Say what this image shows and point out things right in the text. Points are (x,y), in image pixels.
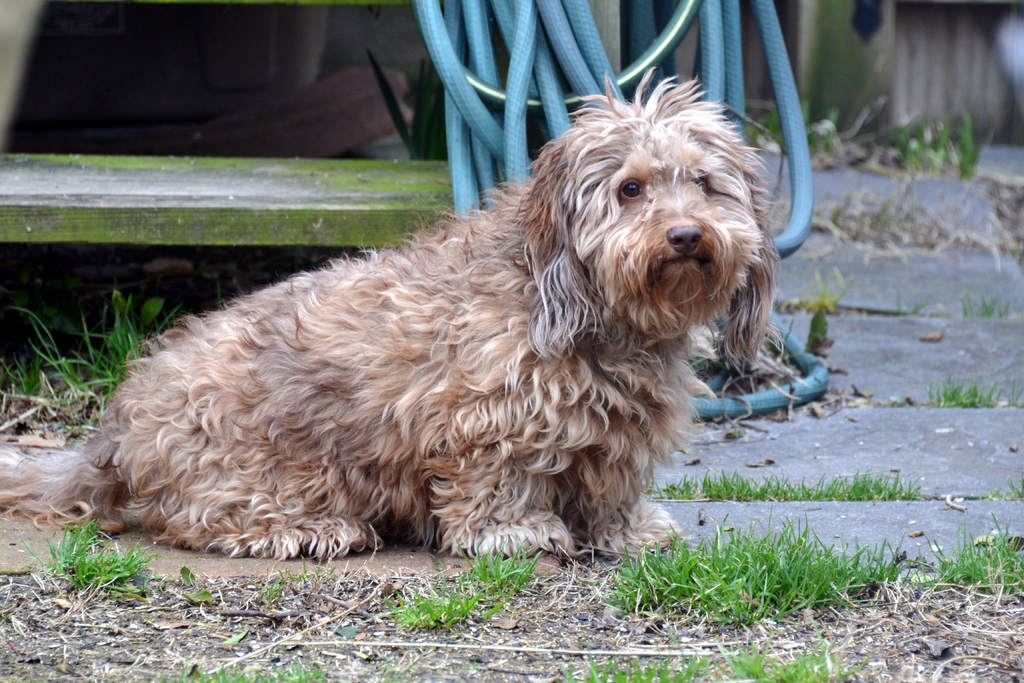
We can see dog (496,434) on the surface (33,613) and grass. We can see pipe (446,59) and wooden bench (287,202).
